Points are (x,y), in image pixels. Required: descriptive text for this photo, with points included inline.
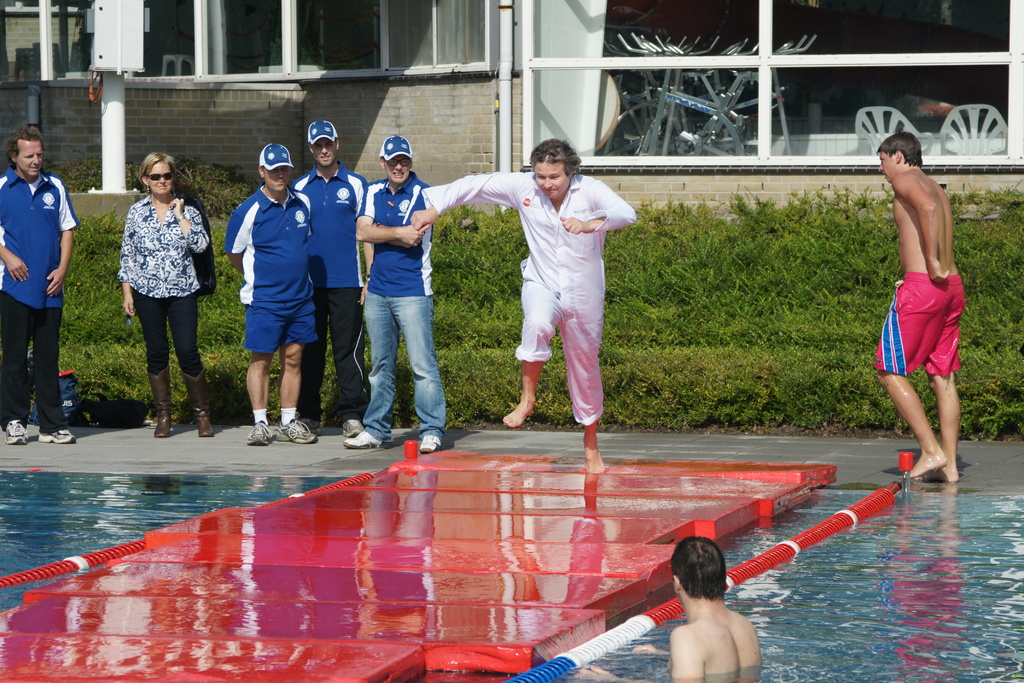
In this picture there is a man (536,290) who is wearing white dress (574,276). He is running on this red object (358,565). On the left (151,176) I can see the woman (153,168) who is wearing goggles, shirt (156,237), trouser (158,342) and shoes (170,405). She is holding a jacket (204,253). Beside her I can see some people (423,287) were standing to her. In the back (455,262) I can see the building (301,69), plants (757,312) and grass (835,295). At the bottom (710,643) there is a man (708,601) who is standing in the water (780,627). Through the windows (979,68) I can see the table (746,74) and chairs (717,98).
